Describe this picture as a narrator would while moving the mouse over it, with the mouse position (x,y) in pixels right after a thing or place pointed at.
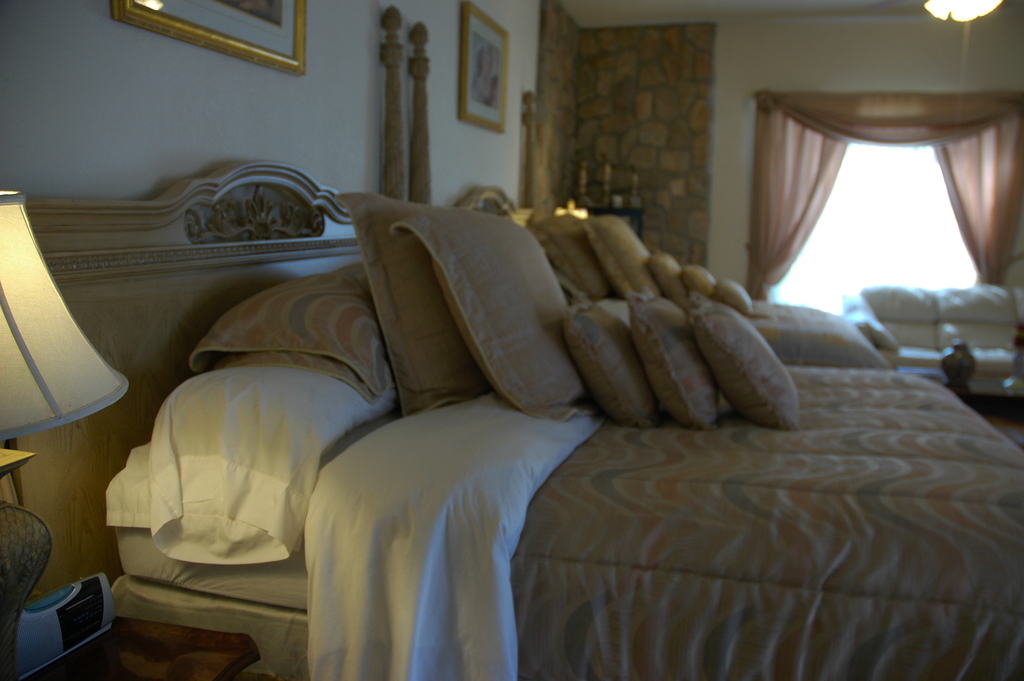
This picture shows a bedroom (583,131) with bed (162,327), pillows (421,374) and blankets (415,550) here. In the left side (31,394) there is a lamp (49,384). In the background (794,267) there are some curtains (808,210), window (857,212), sofa (922,331) and a wall (691,123) here.
